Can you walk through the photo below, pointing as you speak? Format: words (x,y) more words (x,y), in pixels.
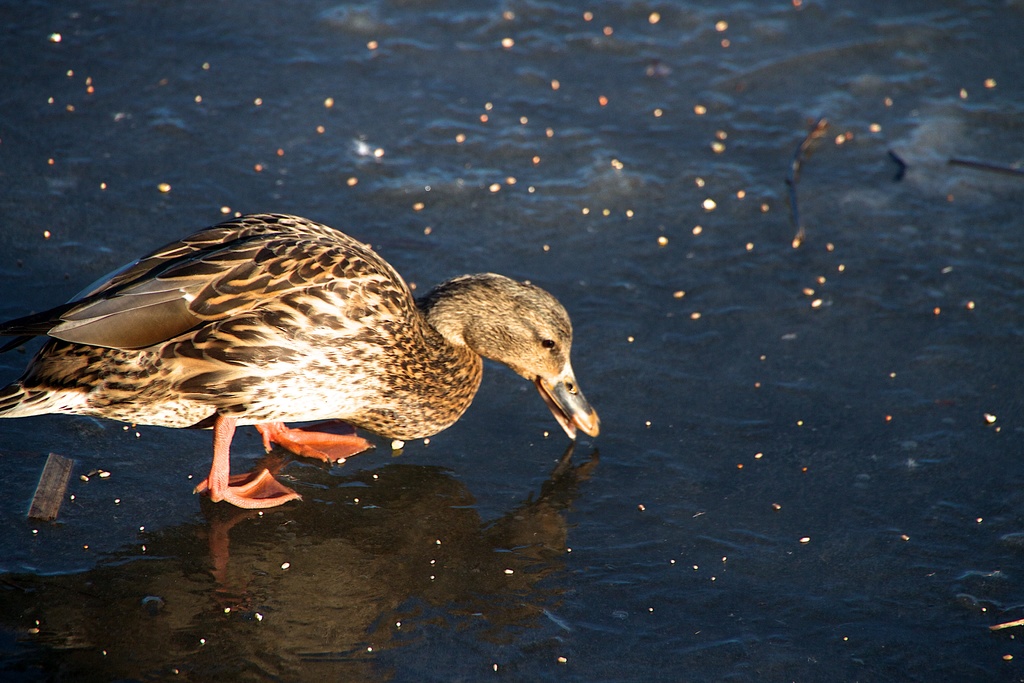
In the picture there is a brown color duck (315,317), it is standing on the frozen water surface (708,261).
